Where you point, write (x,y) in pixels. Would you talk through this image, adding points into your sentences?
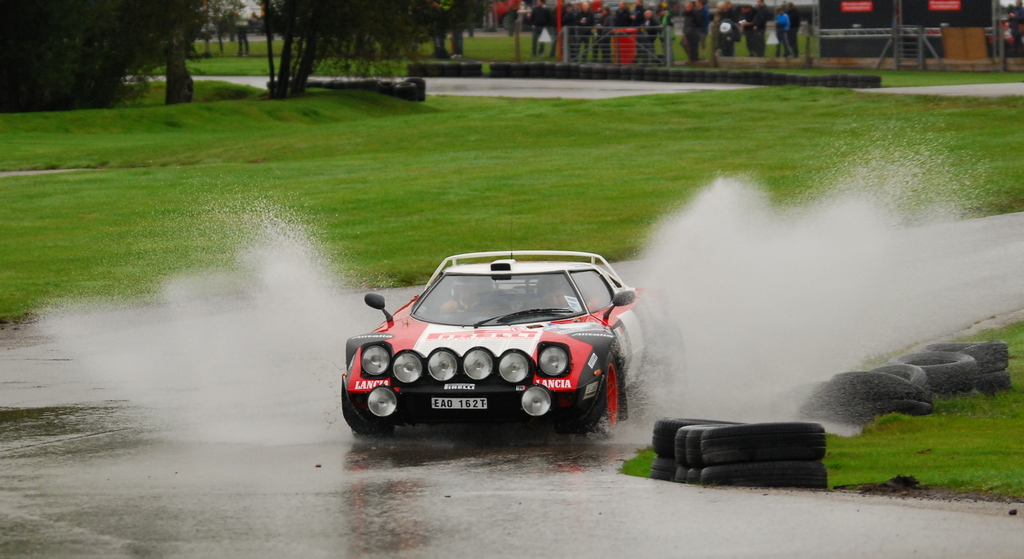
In this picture we can see one car (493,337) racing of the road (501,481), beside the road (322,505) we can see the grass (502,185). Back side, we can see one fencing (643,34) few people (656,34) are standing and watching.
